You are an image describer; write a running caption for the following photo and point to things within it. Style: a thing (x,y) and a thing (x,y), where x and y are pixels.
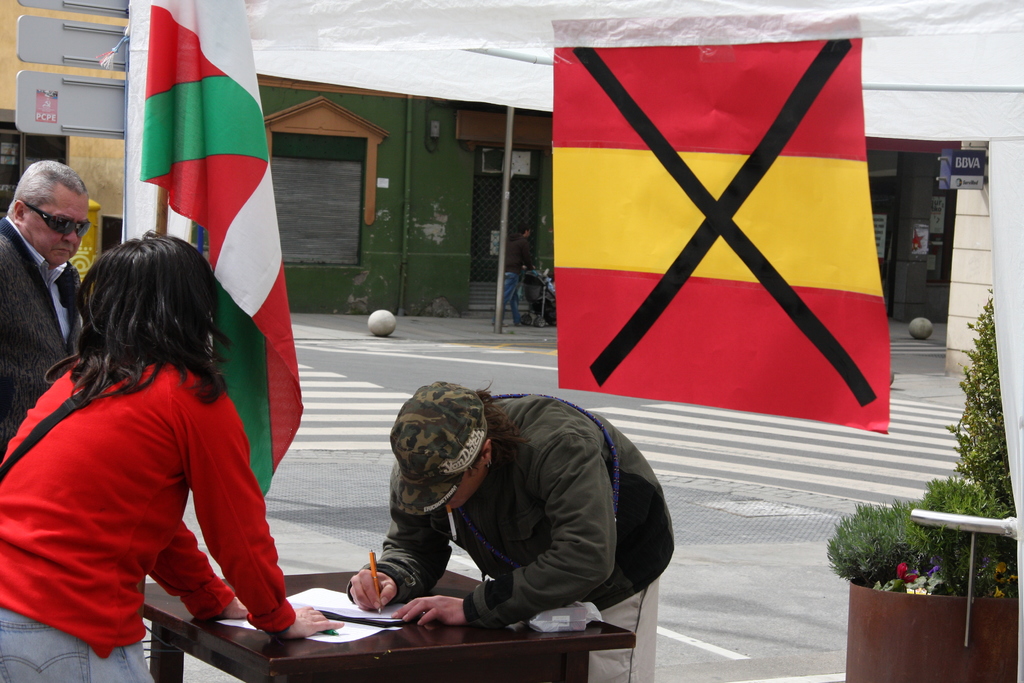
In this image in the front (356,615) there is a table (443,652), on the table (432,647) there are papers (347,629) and there are persons (537,489) leaning on the table (464,628). In the center (658,241) there are flags (696,210) and there is a person (39,275) standing. On the right side (992,459) there are plants (979,479). In the background (398,286) there are white colour objects (378,326) on the ground (424,348) and there are buildings (398,194), there are boards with some text (974,181) written on it.
